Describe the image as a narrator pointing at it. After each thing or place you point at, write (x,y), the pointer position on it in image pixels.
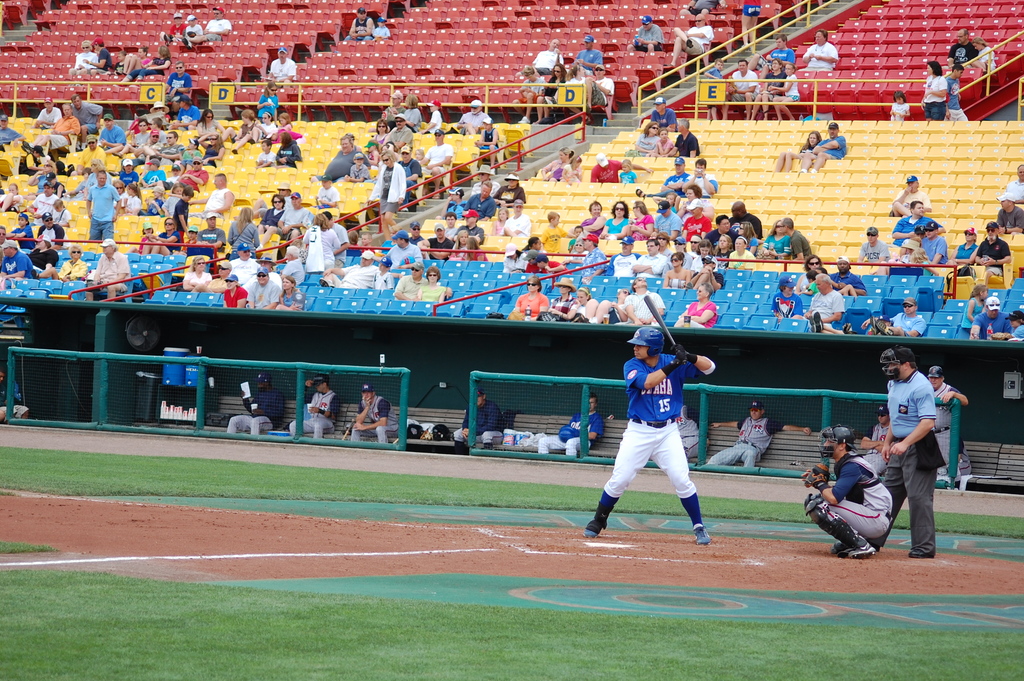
This is a playing ground (26,537). On the right side (881,485) two men (901,415) are standing, one person (852,515) is sitting. One man (650,407) is holding a bat (646,305) in the hands (668,367) and looking at the left side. In the background (403,430) there is a railing (303,410). Behind the railing (582,419) few people (268,400) are sitting on the benches (610,423). At the top of the image (610,78) there are many people (472,225) sitting on the chairs (797,214) and looking at the ground (288,507).
